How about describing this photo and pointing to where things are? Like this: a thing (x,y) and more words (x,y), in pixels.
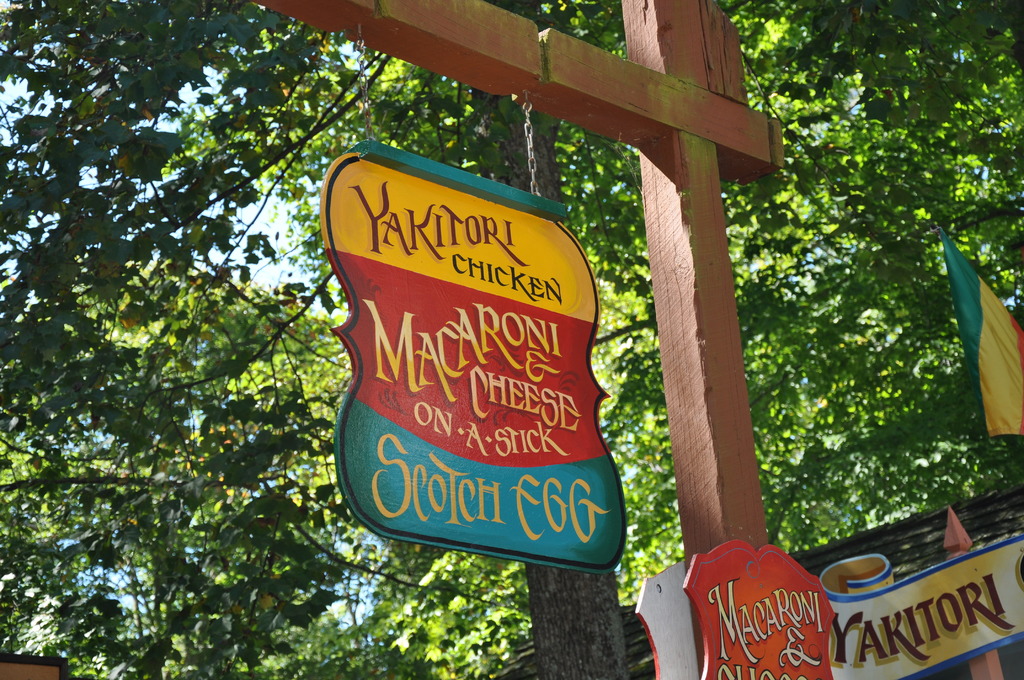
This image consists of a pole (719,440), board (580,471), flag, trees (935,481) and the sky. This image is taken may be during a day.
